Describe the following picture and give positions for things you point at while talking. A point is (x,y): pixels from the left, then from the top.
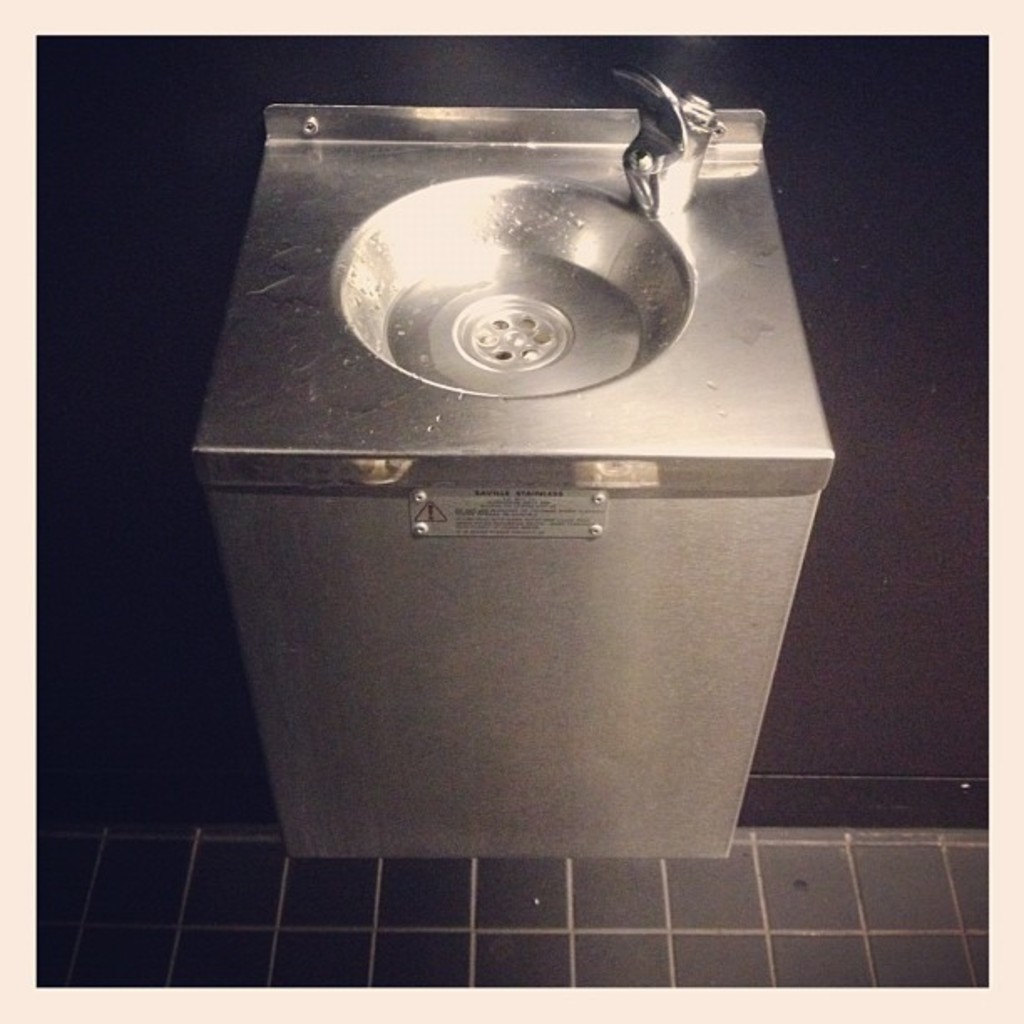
It is an edited image, there is a bathroom sink (387,336) attached to a surface (41,594) and there are tiles (634,905) below the sink (353,119).
